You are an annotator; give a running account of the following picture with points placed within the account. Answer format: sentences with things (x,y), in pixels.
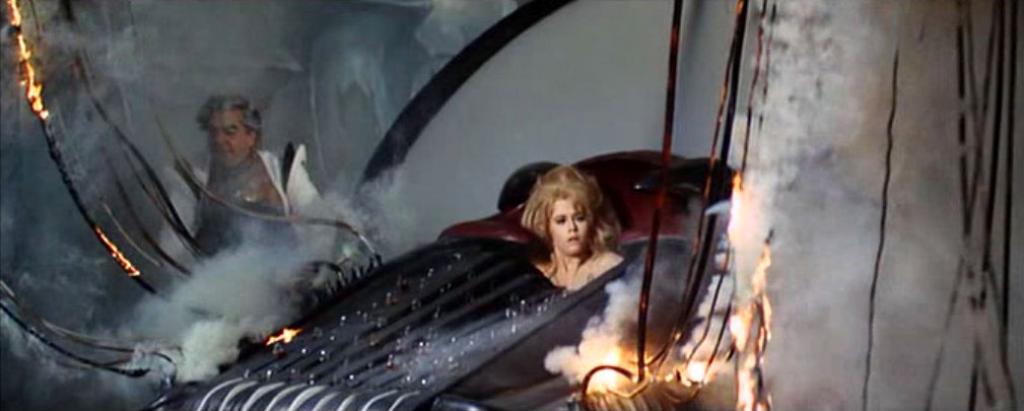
In this image I can see two people (283,197). One person (573,253) sitting inside the black color object (527,276) and another person (213,210) with white color dress (190,211). In-front of these people (203,202) I can see the black color wires (645,292) and there is a fire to the wires (645,329). I can also see the smoke (206,268) in-front of these people (578,267).
